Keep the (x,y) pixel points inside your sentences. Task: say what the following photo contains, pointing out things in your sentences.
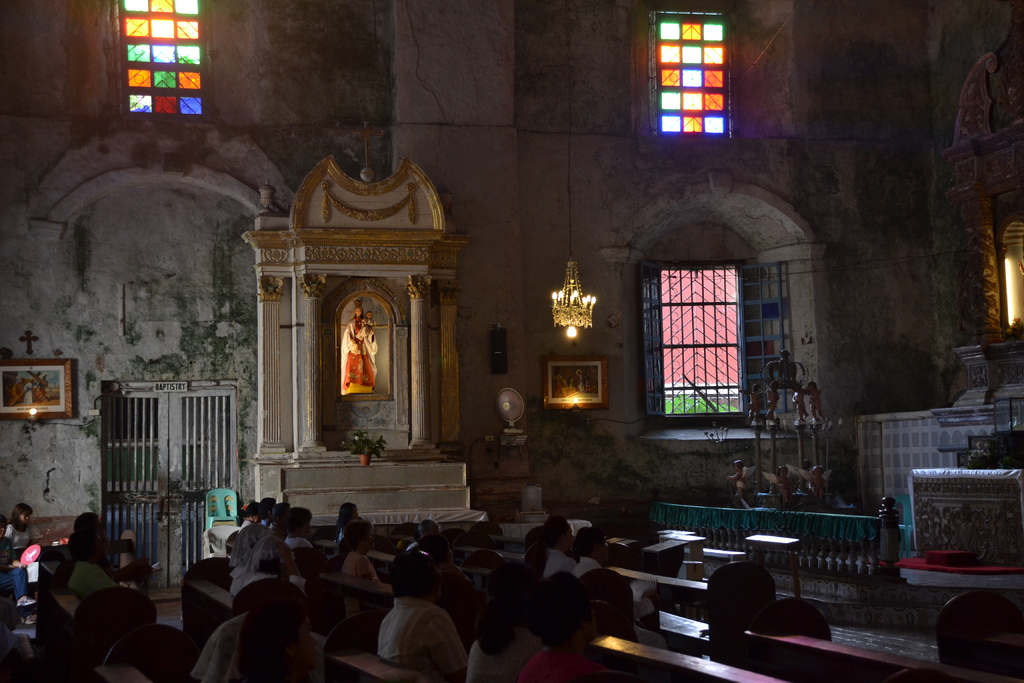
In this image we can see group of people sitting on benches (814,650). In the right side (803,403) we can see group of statues (779,486) placed on the ground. In the background (740,389) we can see a chandelier (569,257), statue (370,345) on the wall (523,310), plant (366,446), photo frames (560,382) on the wall (599,139) and group of windows (680,344).
